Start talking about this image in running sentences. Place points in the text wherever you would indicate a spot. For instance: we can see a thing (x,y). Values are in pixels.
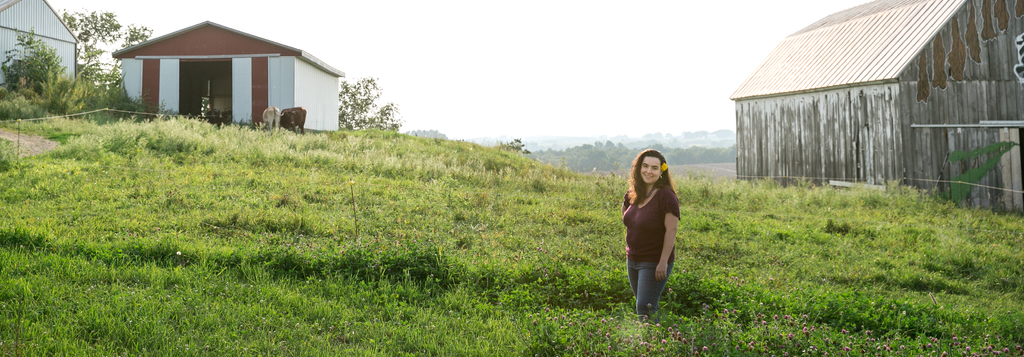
In this image I can see grass (328,155), a wire (86,114), number of trees (93,24), warehouses (267,87), few animals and here I can see a woman (627,235) is standing, I can see she is wearing brown colour top (639,223), jeans (635,279) and I can see smile on her face (650,178).
